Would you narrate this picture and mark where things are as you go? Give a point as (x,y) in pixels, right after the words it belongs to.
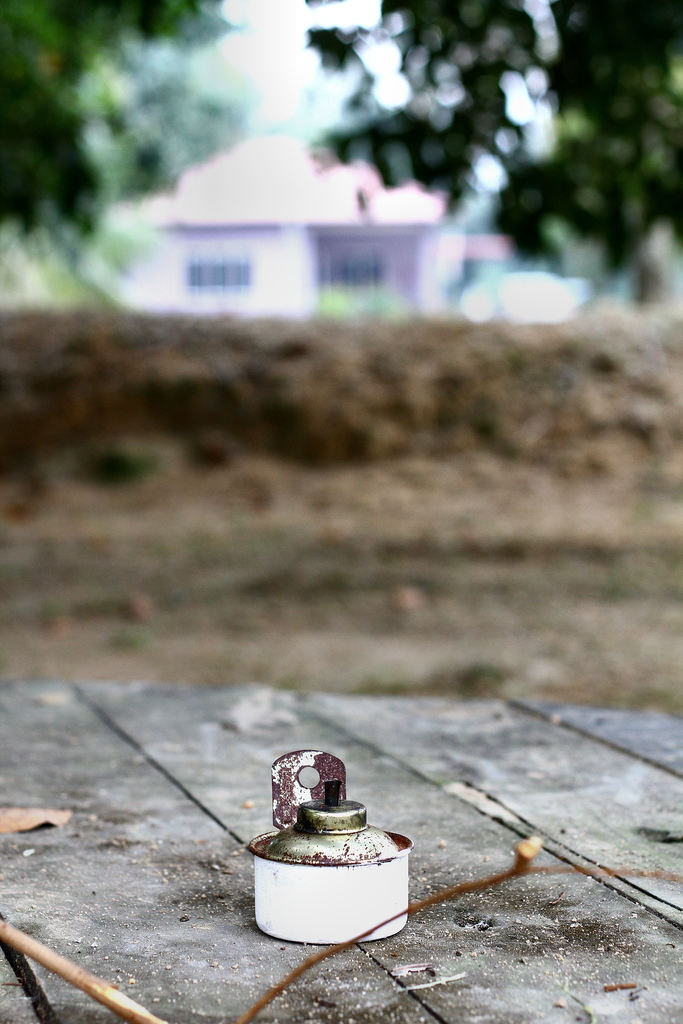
In this image we can see an object (325,812) on the wooden surface (388,771). We can also see the dried leaves (17,810), ground (535,590), house (388,261) and also the trees (646,76) and the background (649,84) is blurred.
